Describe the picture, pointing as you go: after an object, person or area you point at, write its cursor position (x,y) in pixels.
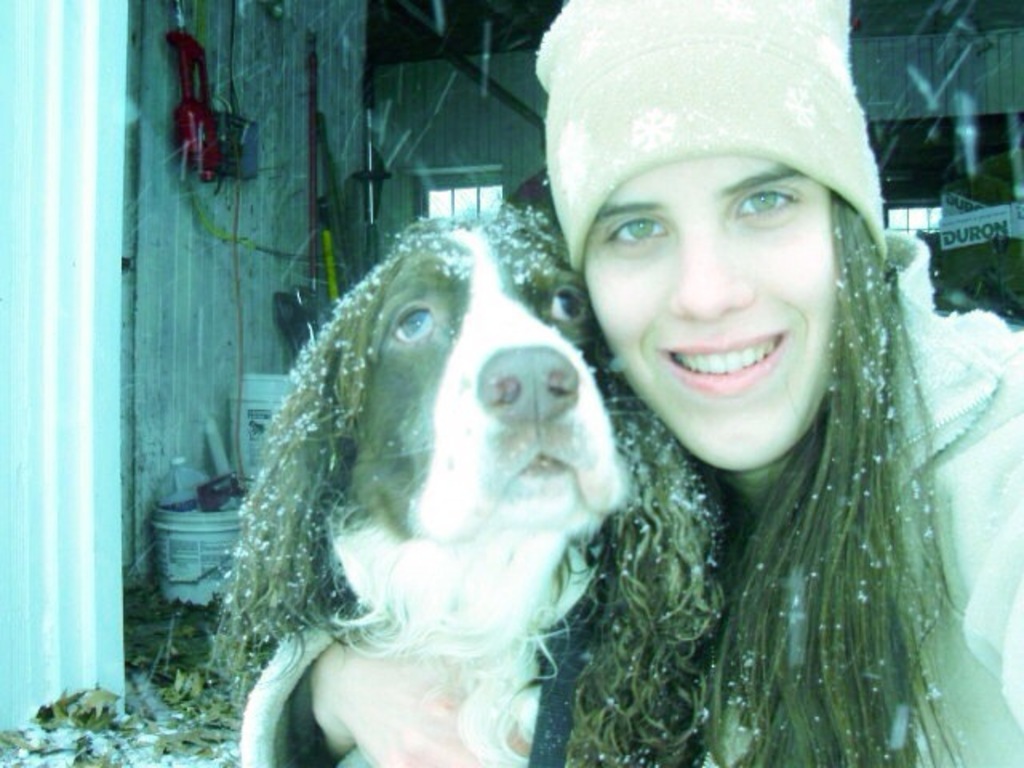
In this picture we can see a woman (743,317) wore cap (557,87) holding dog (490,523) with her hands (457,691) and she is smiling and in the background (298,114) we can see wall (298,73), window (440,197), buckets (223,518), can (173,489), boxes (959,230), poles (331,252), leaves (168,665).
